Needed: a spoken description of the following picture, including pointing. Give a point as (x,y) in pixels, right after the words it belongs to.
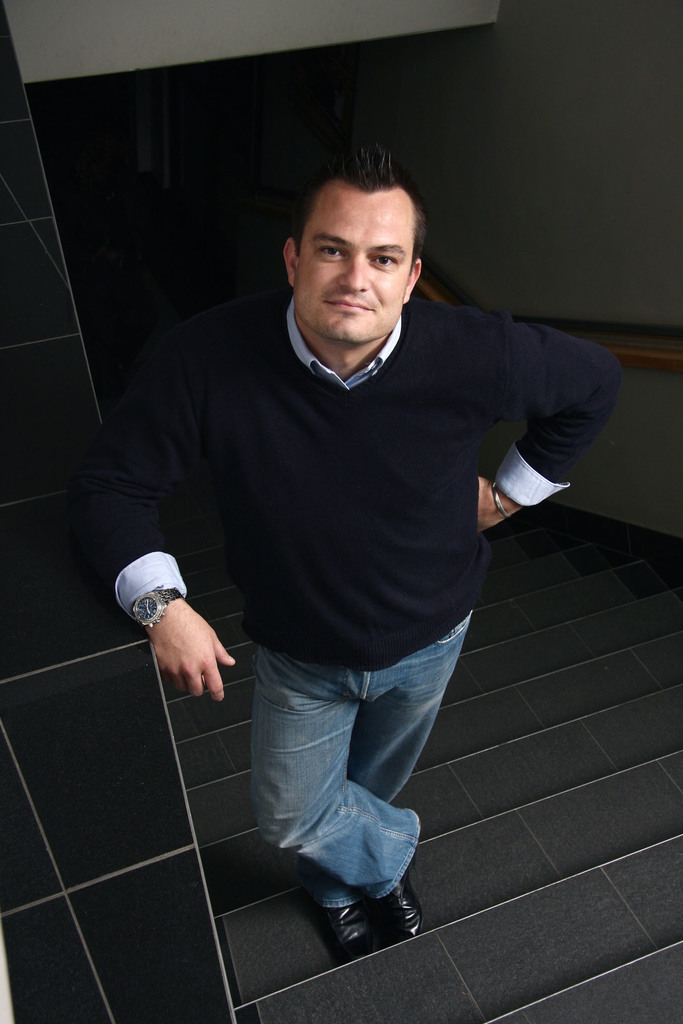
In the picture I can see a man (375,590) is standing on steps (252,945). The man (329,727) is wearing a watch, a shirt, jeans (356,798) and shoes (384,915). In the background (553,186) I can see wall (577,101) and other objects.
